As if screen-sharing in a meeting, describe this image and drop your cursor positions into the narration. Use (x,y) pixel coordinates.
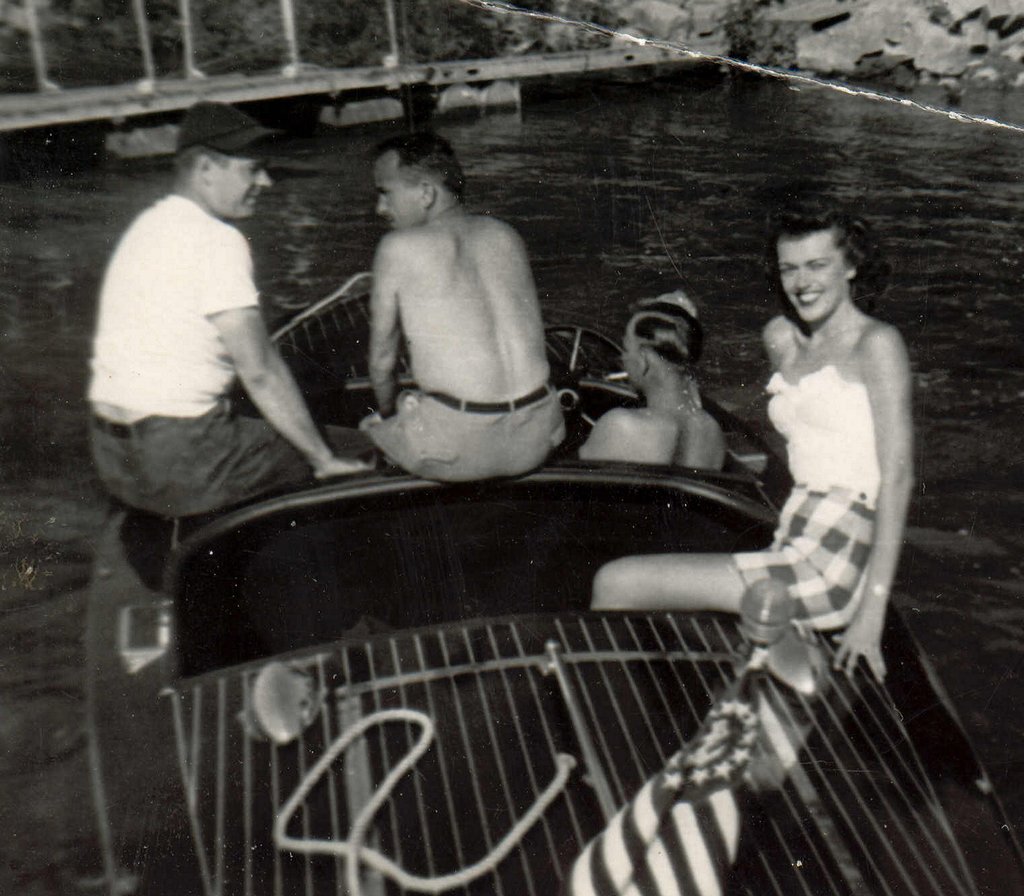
This is a black and white pic. There are four persons (529,428) in the boat (567,417) on the water (6,470) and there is a flag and a rope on the boat (306,526). In the background (676,6) we can see trees (120,9), stones (676,6), poles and a bridge (221,93).
